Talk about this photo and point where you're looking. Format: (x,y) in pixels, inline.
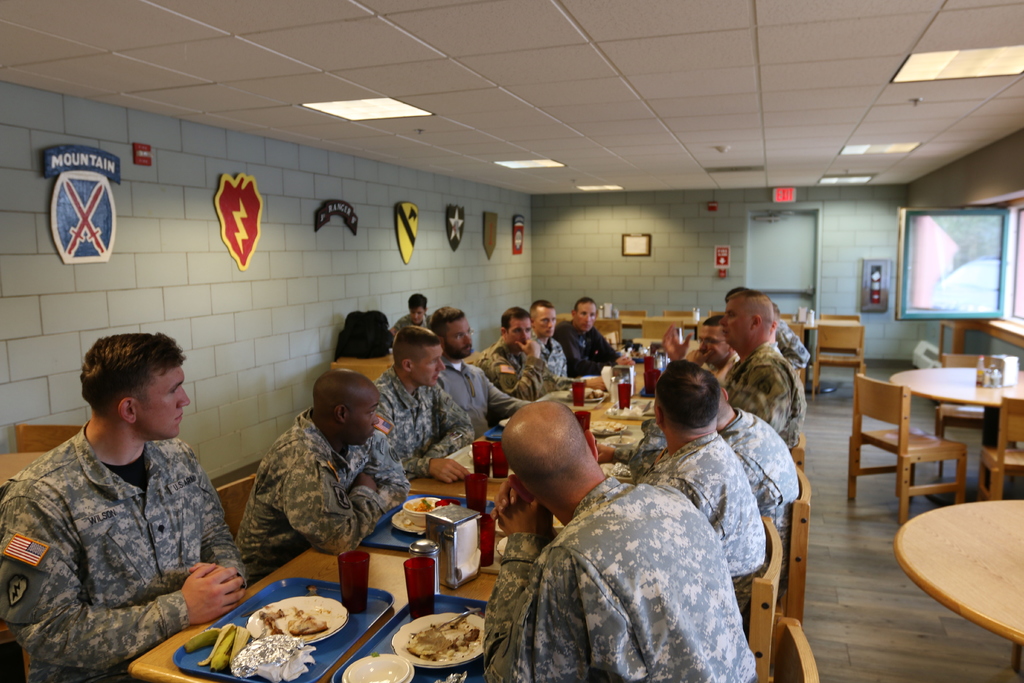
These persons (369,405) are sitting beside this table (403,592). On this table (402,576) there is a tray (387,602), plates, glasses (431,574), bowls (397,659) and food (313,624). Different type of shields (404,231) on wall (170,175). Most of the persons (503,414) wore military dress (756,412). Here we can able to see chairs (903,432) and tables (974,576). On this table (374,368) there is a bag (357,341). A light (362,111) is attached to the ceiling (444,81).
